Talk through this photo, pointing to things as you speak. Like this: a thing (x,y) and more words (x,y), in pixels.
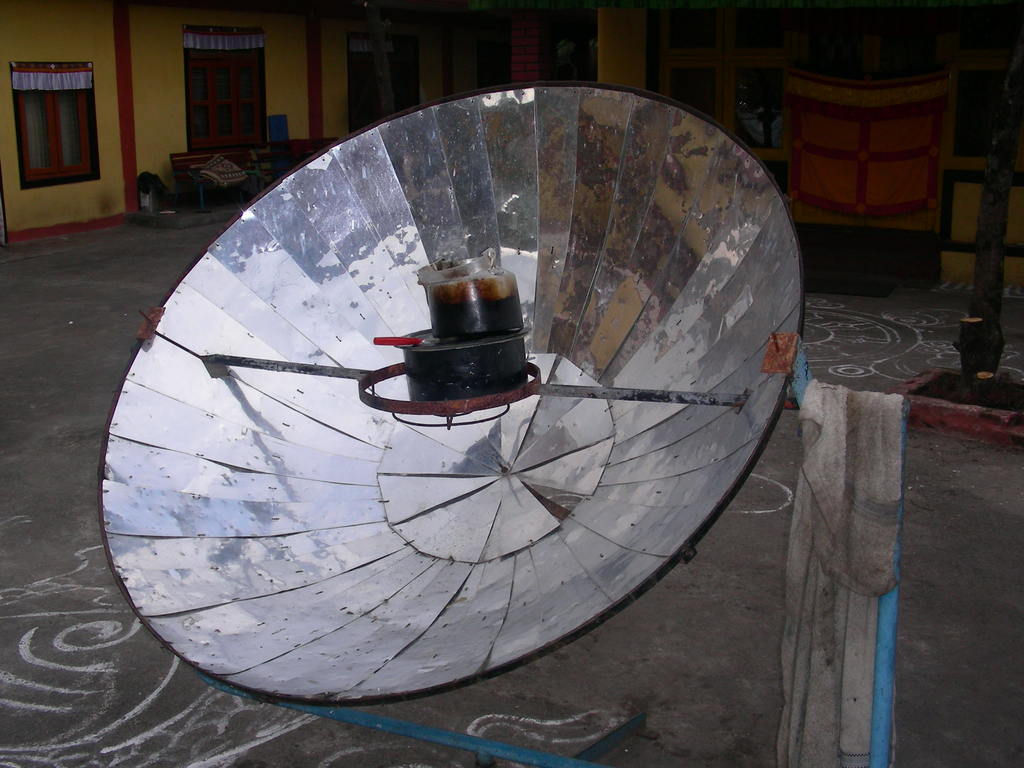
This image consists of a solar cooker (465,476). It is fixed to a rod (886,641). At the bottom (926,615), there is a floor (116,688). In the background (350,70), there is a house (502,22) along with a doors (885,153) and windows (758,123).
